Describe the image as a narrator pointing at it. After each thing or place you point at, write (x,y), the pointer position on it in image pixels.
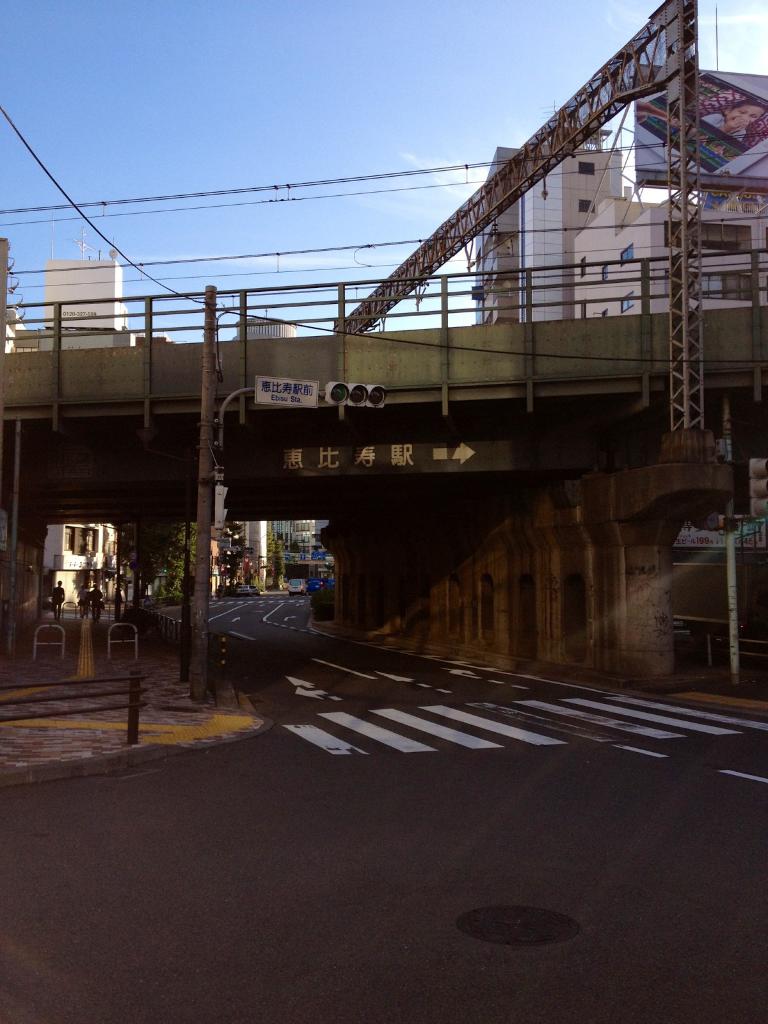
This image consists of a road (388,857). In the front (283,440), we can see a bridge (366,368). At the top (620,289), we can see buildings (658,267) along with the hoarding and sky (294,105).
